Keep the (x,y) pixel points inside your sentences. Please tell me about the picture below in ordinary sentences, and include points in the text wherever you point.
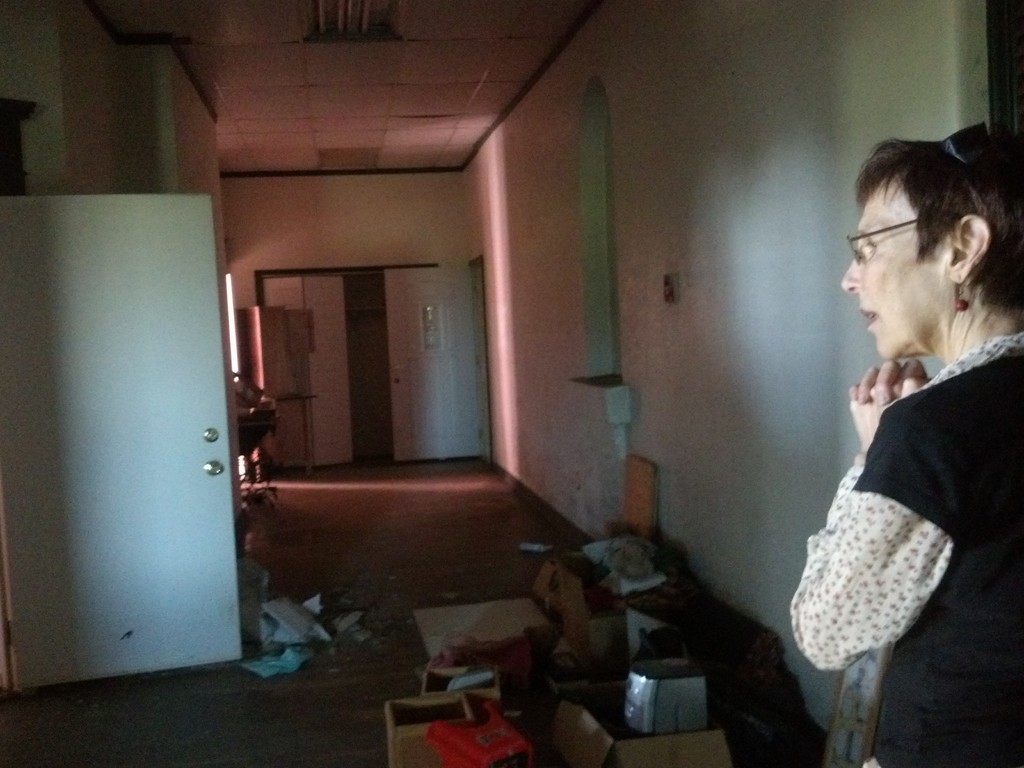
This picture is an inside view of a room (379,352). On the right side of the image (976,597) we can see a lady (939,453) is standing. At the bottom of the image (510,638) we can see the floor (327,695), boxes (436,714), papers (294,662) and some other objects (654,611). In the background of the image (430,231) we can see the doors (324,382), tables (244,427), wall (509,392) and some other objects (614,378). At the top of the image (397,81) we can see the roof (335,140) and light (350,22).
